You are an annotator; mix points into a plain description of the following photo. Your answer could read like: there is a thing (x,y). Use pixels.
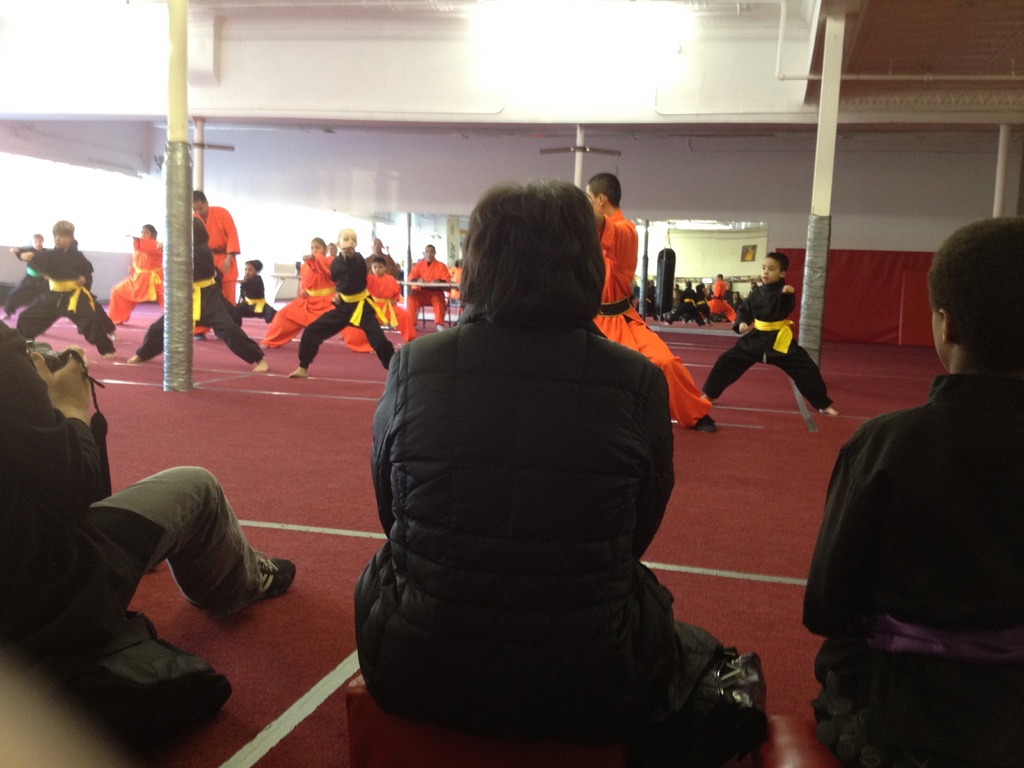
In this image I can see three people (18,411) are sitting on the mat (289,415). In the background (237,345) I can see the group of people (253,353) with black, yellow and an orange color dresses (256,346). I can see the poles (177,347) and the reflection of few people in the mirror (686,265).
